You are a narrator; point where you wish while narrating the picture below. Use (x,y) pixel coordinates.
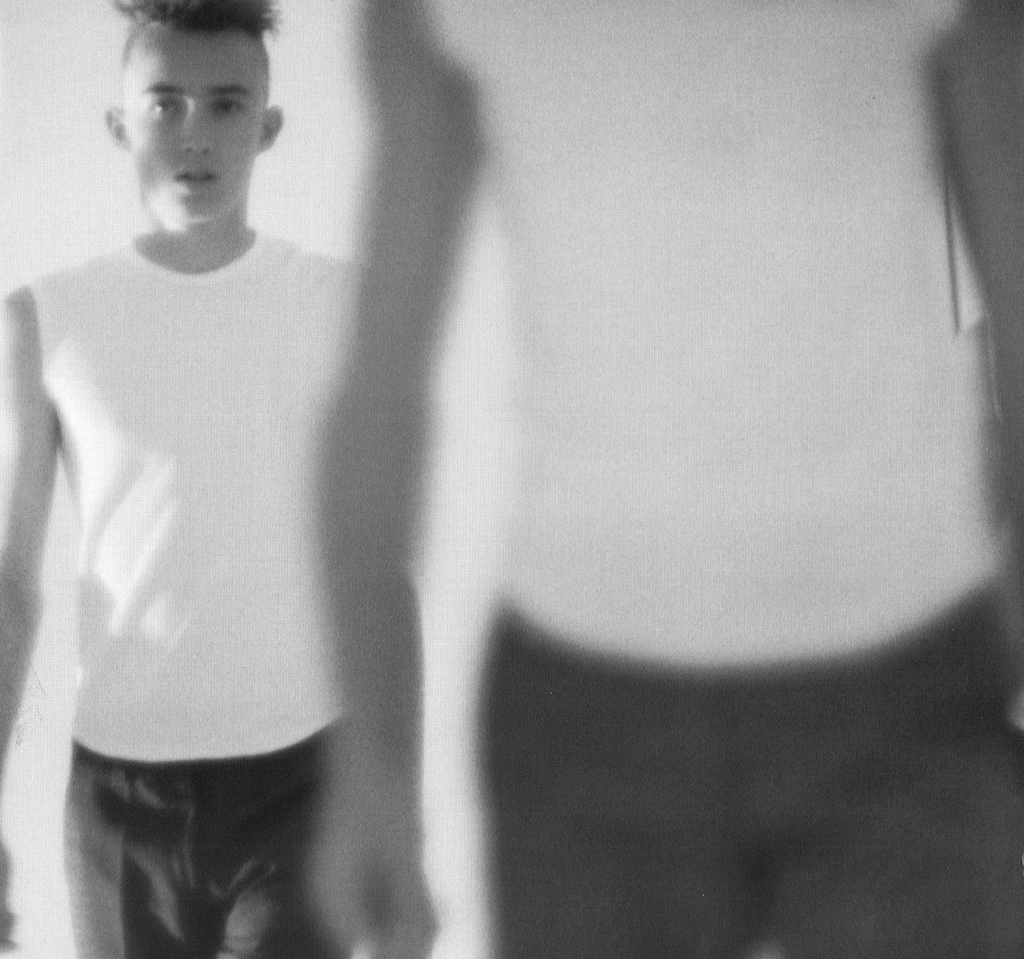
This is a black and white image. Here I can see two persons (216,340) wearing white color t-shirts (552,320). It seems like they are walking.
